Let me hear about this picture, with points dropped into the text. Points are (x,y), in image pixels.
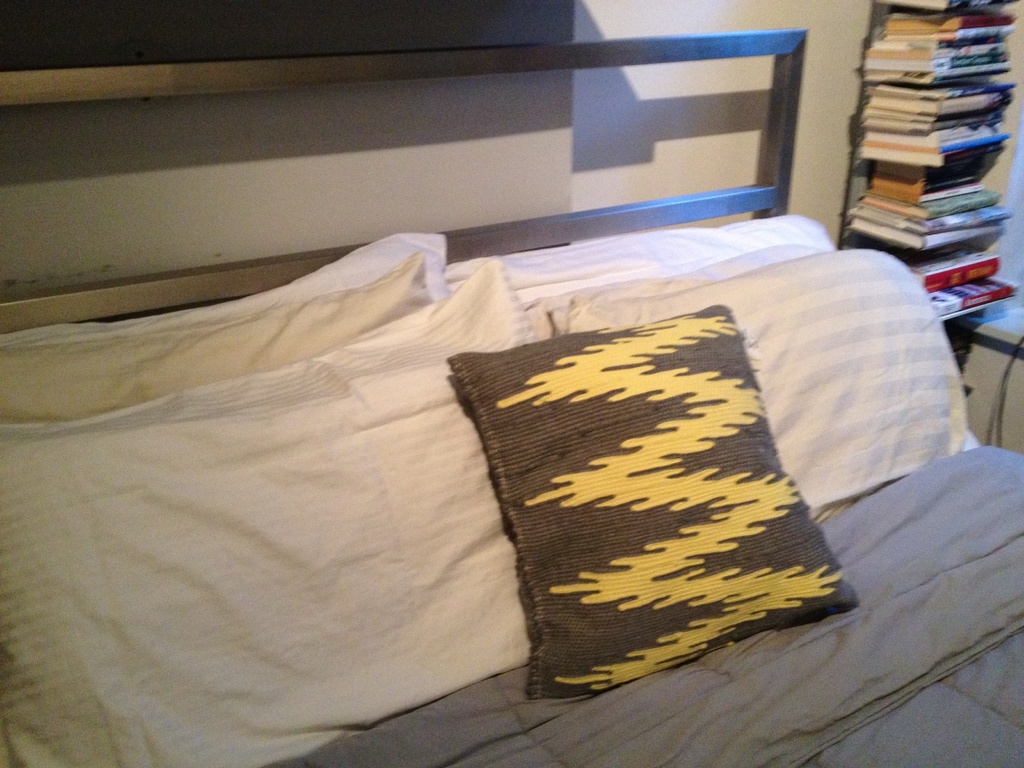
In this image we can see the bed (413,64) with pillows (742,577) and blanket (1006,470) and to the side, there is a bookshelf (885,13) with books (970,162). We can see the wall (811,134).
